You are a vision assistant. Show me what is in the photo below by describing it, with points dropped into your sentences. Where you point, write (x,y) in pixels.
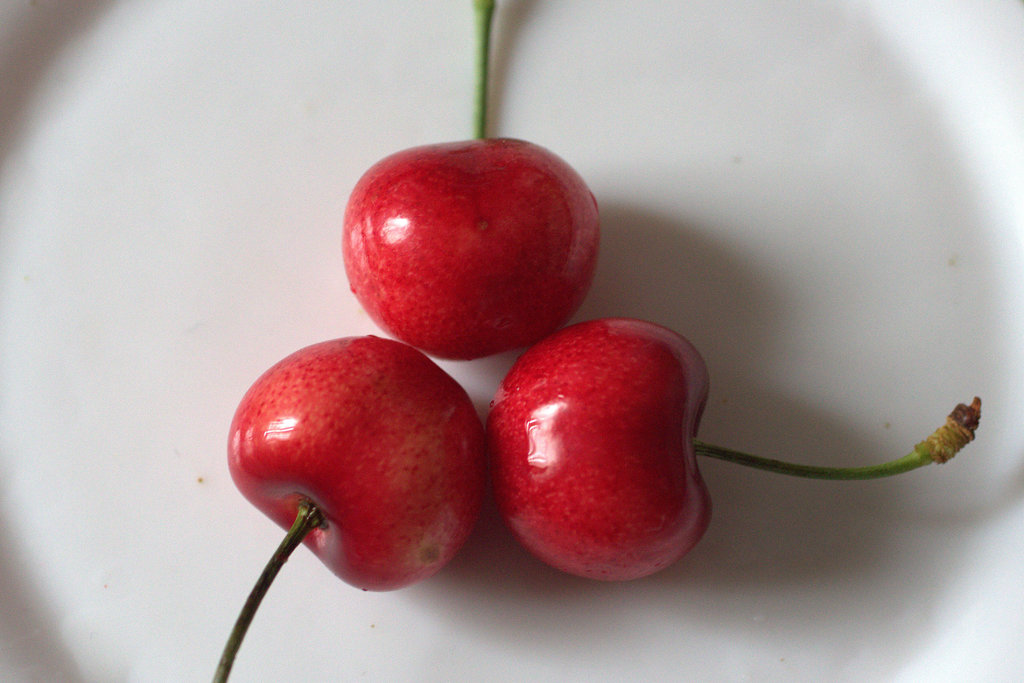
There are three red fruits (445,379) kept on a white surface (415,61).
